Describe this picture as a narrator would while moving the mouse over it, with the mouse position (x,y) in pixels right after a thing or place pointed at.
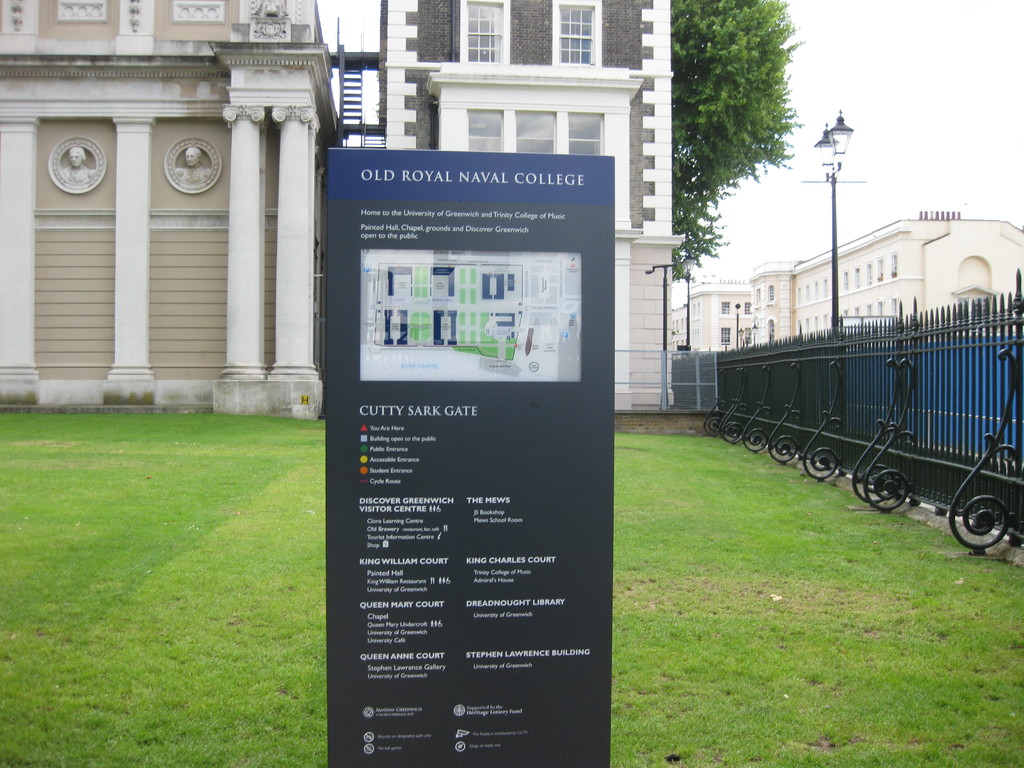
In the picture we can see board (441,455), grass (274,517), on right side of the picture (806,446) there is iron fencing (779,437) and in the background of the picture (214,161) there are some buildings (617,169), trees (723,115) and clear sky (810,40).
